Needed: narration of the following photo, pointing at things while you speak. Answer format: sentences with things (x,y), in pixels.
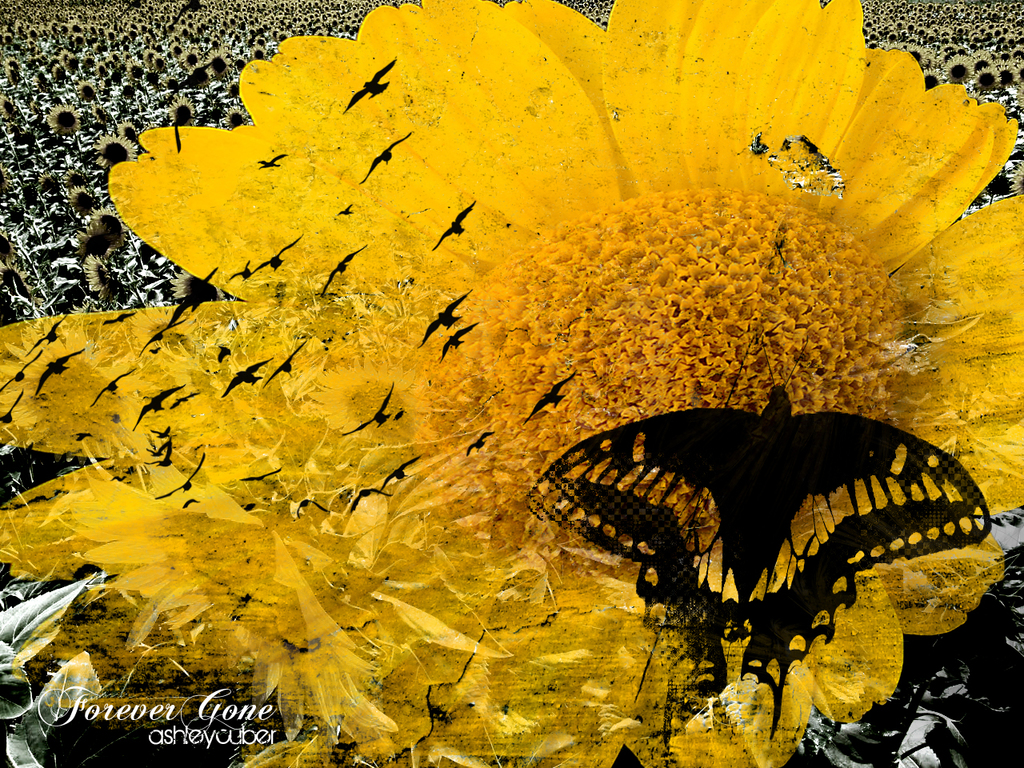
This is an edited picture. I can see flowers (149,232), birds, there is a butterfly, and there is a watermark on the image.
